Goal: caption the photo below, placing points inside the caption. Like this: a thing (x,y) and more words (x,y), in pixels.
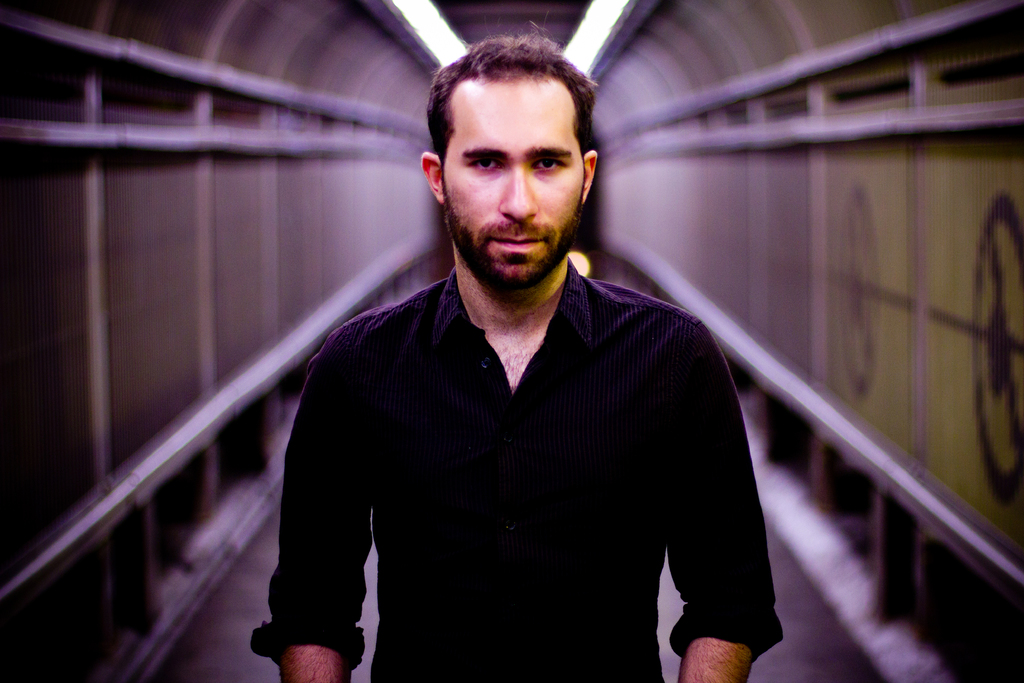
In this picture there is a man (545,435) wearing black color shirt (490,529), standing in the front (529,355) and giving a pose. Behind there is a iron tunnel (804,229).
